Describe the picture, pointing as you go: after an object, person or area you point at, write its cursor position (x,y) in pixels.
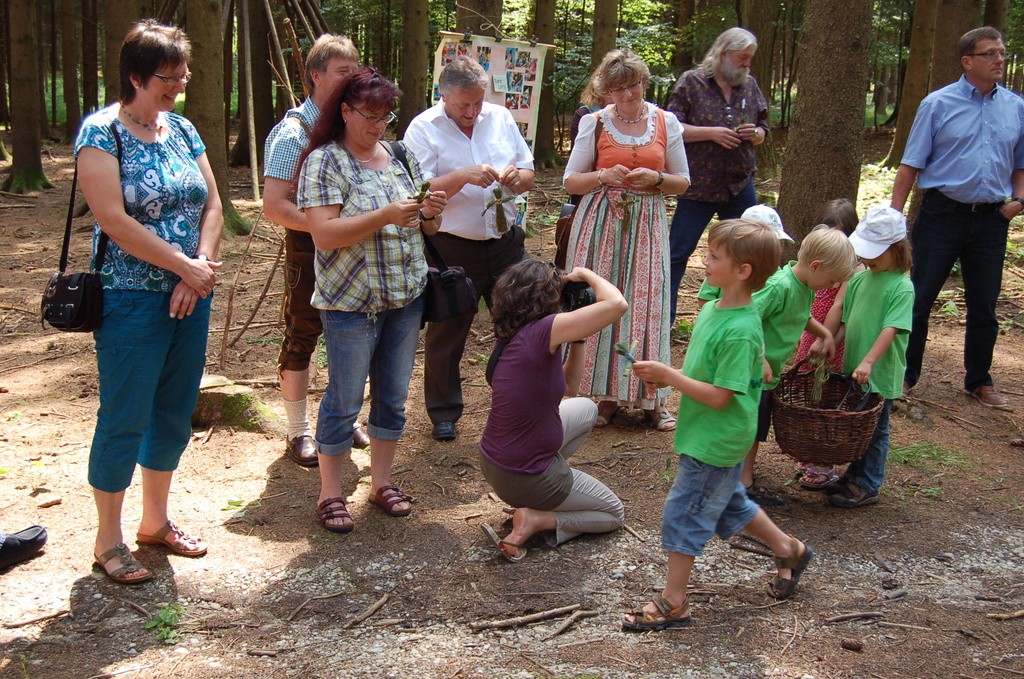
Here we can see a group of people (473,126). This kid (882,383) is holding a basket (823,412). This person (571,435) is holding a camera (583,295). Background (528,87) there are pictures (516,58) and trees (635,25).
